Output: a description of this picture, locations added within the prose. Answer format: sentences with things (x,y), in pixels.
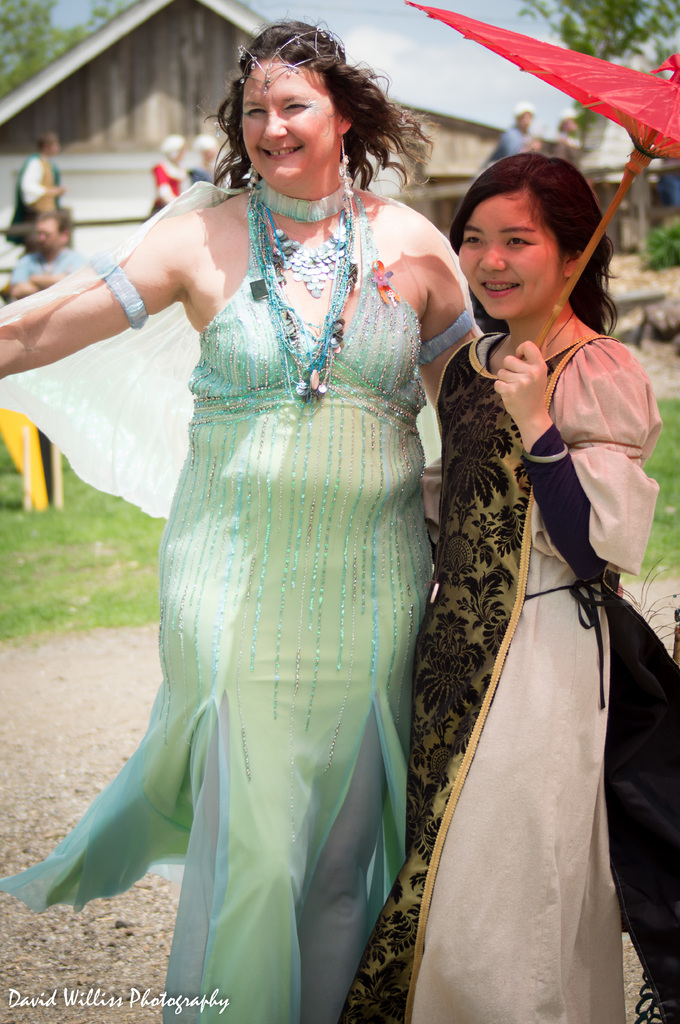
In this image I can see two women (318,391) are standing and smiling among them this woman (511,436) is holding an umbrella (546,323) in the hand (529,364). In the background (62,207) I can see trees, a house (132,189), people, the grass (114,516) and the sky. Here I can see a watermark (139,994).
